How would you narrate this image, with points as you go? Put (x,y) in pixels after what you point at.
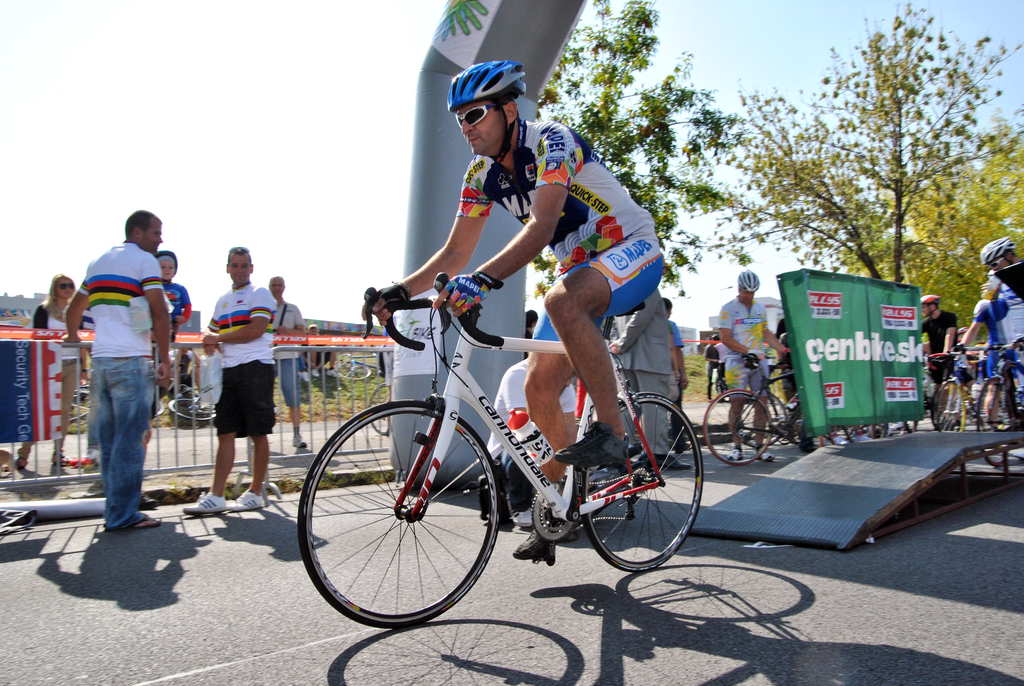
This is a picture taken in the outdoors. It is sunny. The man (613,220) in white t shirt (563,183) is wearing a helmet (487,77) and riding his bicycle (549,452) on the road (625,612) and group of people (1000,339) are also riding their bicycles (966,384). Behind the people (592,431) there are group of people (114,293) standing on a path (346,490), trees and sky (221,117).
